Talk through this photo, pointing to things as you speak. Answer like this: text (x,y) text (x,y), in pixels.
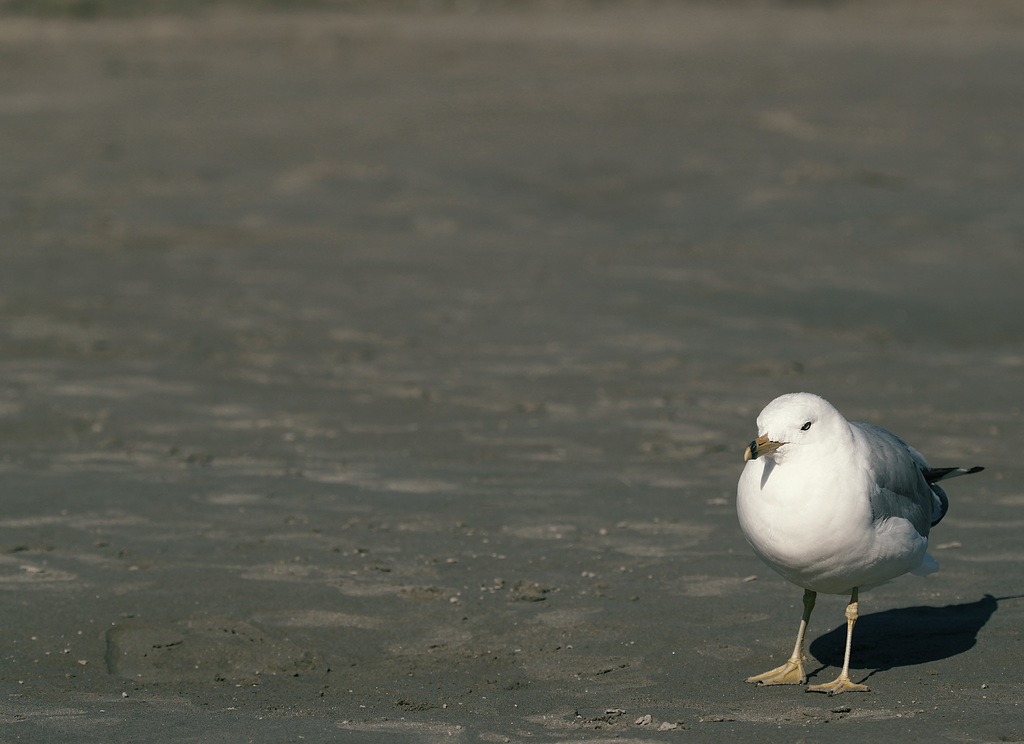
On the right side (825,442) there is a bird (872,451), standing on the wet sand (582,656). It is in white color.
